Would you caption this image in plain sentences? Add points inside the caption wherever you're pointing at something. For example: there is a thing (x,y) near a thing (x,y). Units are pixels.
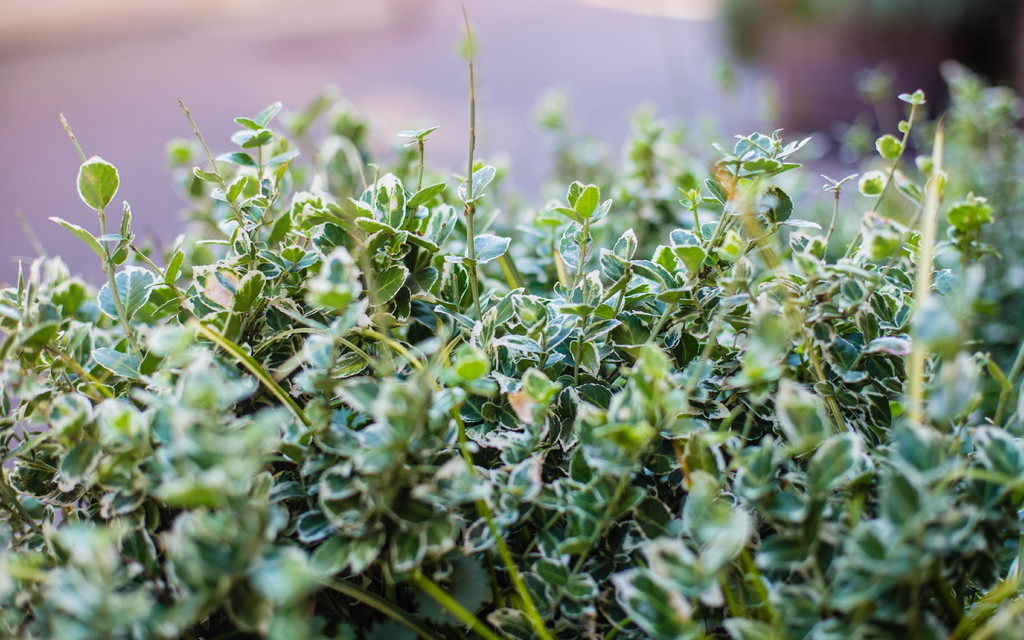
In this image we can see some plants (377,381) to which there are some green color leaves (346,312).
